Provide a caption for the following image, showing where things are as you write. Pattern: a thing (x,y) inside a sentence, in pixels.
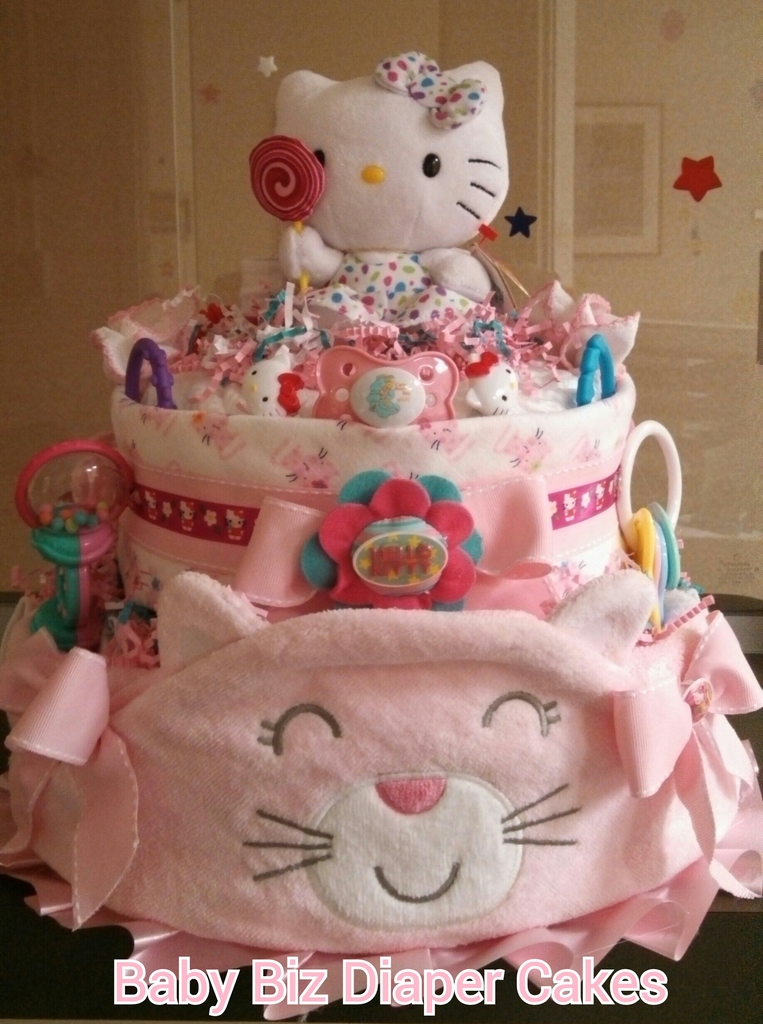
In this image I can see the toys (412,315). In the background (537,267), I can see a photo frame (625,196).
